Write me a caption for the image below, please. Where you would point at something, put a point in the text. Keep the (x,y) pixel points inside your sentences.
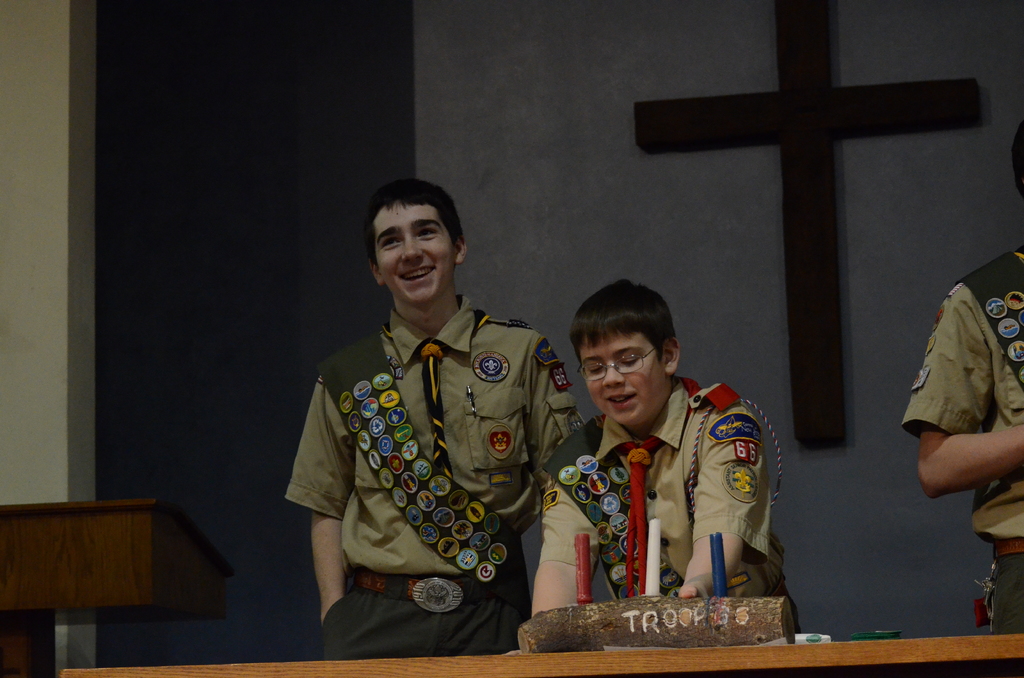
In this image there is a table (233,671) on which a stick (637,599) is placed there are two boys (578,443) standing and one boy (447,263) is smiling beside him there is a table (113,518) in the background (731,307) a sign place (817,167) on the wall (585,158) and the wall (599,111) is in gray color.
